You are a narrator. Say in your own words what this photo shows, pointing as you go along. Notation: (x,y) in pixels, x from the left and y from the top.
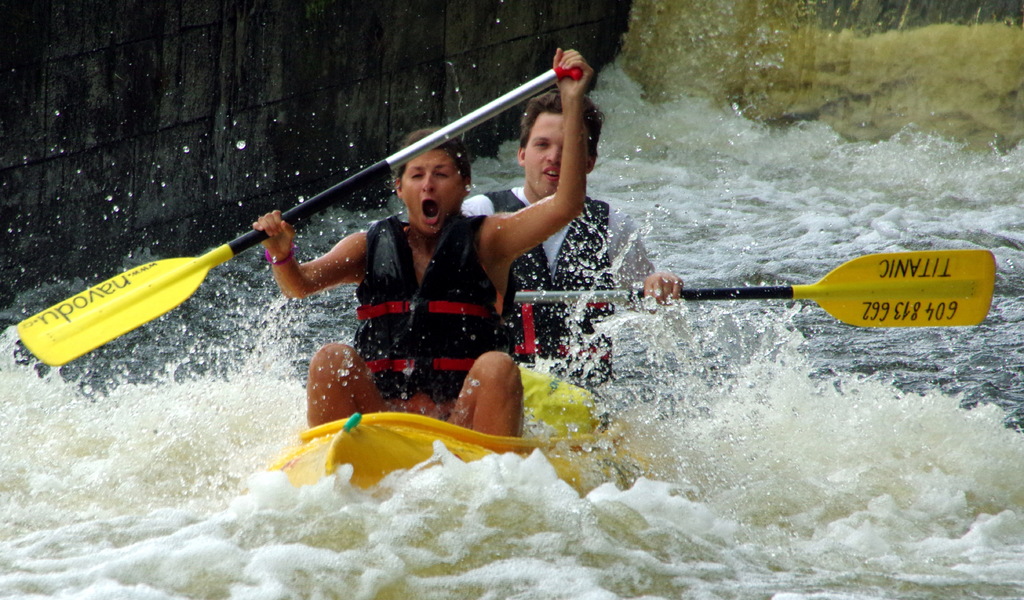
In the picture I can see two person (427,316) wearing life jackets (432,369) are sitting in the yellow color inflatable boat (414,442) which is floating on the water (828,373) and holding paddles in their hands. Here I can see the black color wall (211,113) in the background (138,127).
